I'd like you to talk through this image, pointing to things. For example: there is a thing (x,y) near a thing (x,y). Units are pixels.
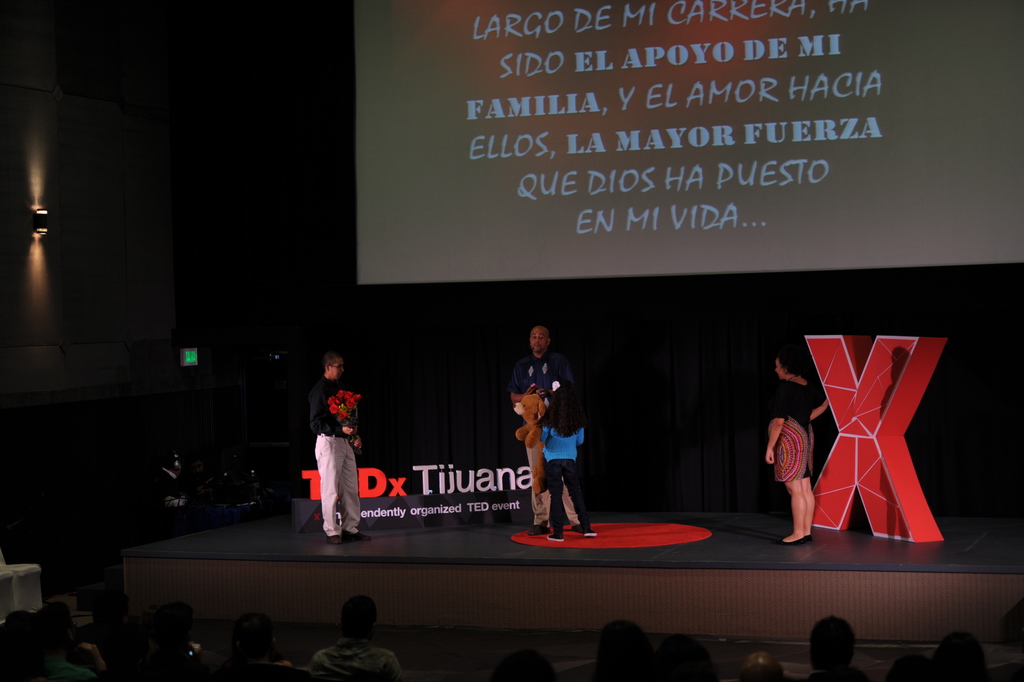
This image consists of four people (325,494) on the dais (959,555). In the background (710,200), there is a screen (691,201). At the bottom (112,641), there is a crowd (951,680). To the left (32,431), there is a wall (6,308) on which there is a light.
